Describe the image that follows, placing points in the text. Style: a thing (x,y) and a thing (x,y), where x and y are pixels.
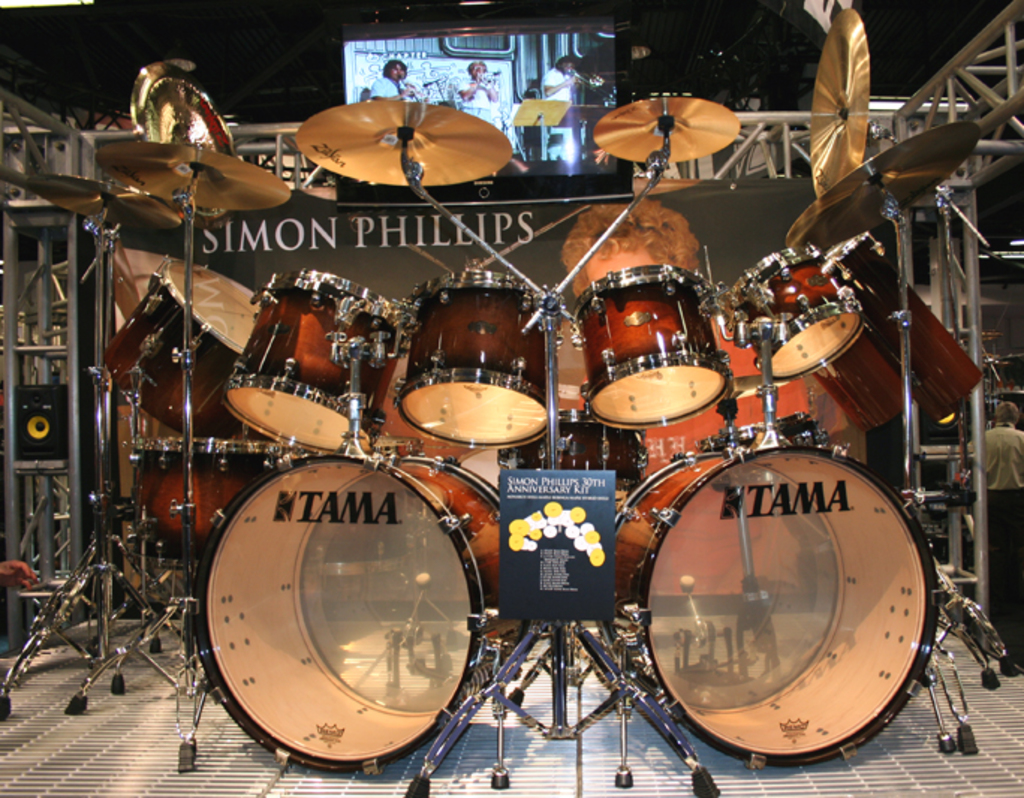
In this image I can see few musical instruments (365,467). In the back (485,63) I can see a screen (464,80), inside the screen (511,73) I can see three persons (483,73) standing.
